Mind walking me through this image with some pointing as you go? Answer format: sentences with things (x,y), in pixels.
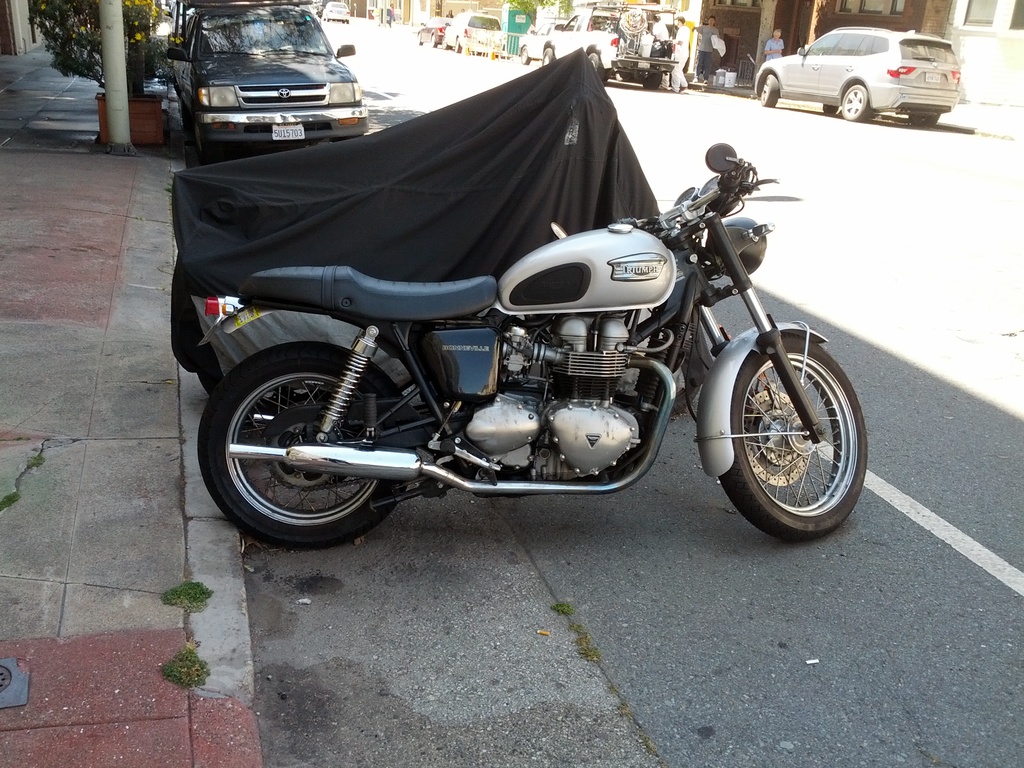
In this image we can see some vehicles (575,486) on the road (683,163) and on the left side of the image (92,674) there is a pavement (45,641) with some potted plants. We can see a few people (676,64) and some buildings (703,1) at the top of the image (997,31).
